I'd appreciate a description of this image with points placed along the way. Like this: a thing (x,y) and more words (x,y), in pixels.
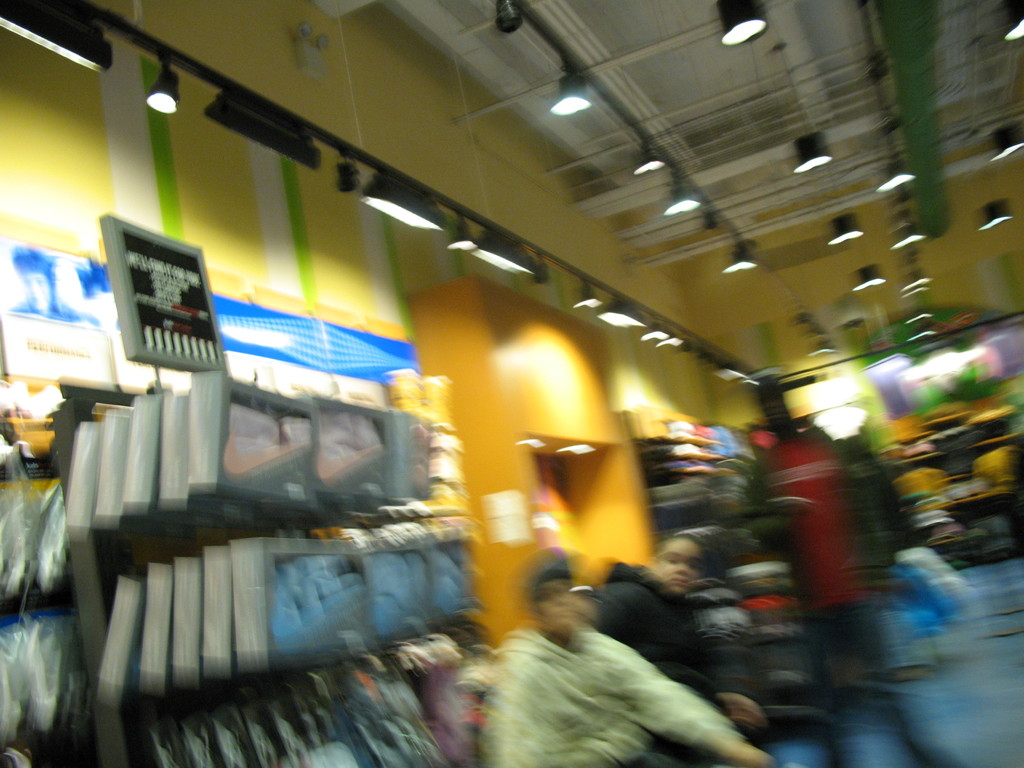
This is a blurred image. We can see people (667,684), boards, lights (848,216), wall (732,344) and some objects (685,508).
